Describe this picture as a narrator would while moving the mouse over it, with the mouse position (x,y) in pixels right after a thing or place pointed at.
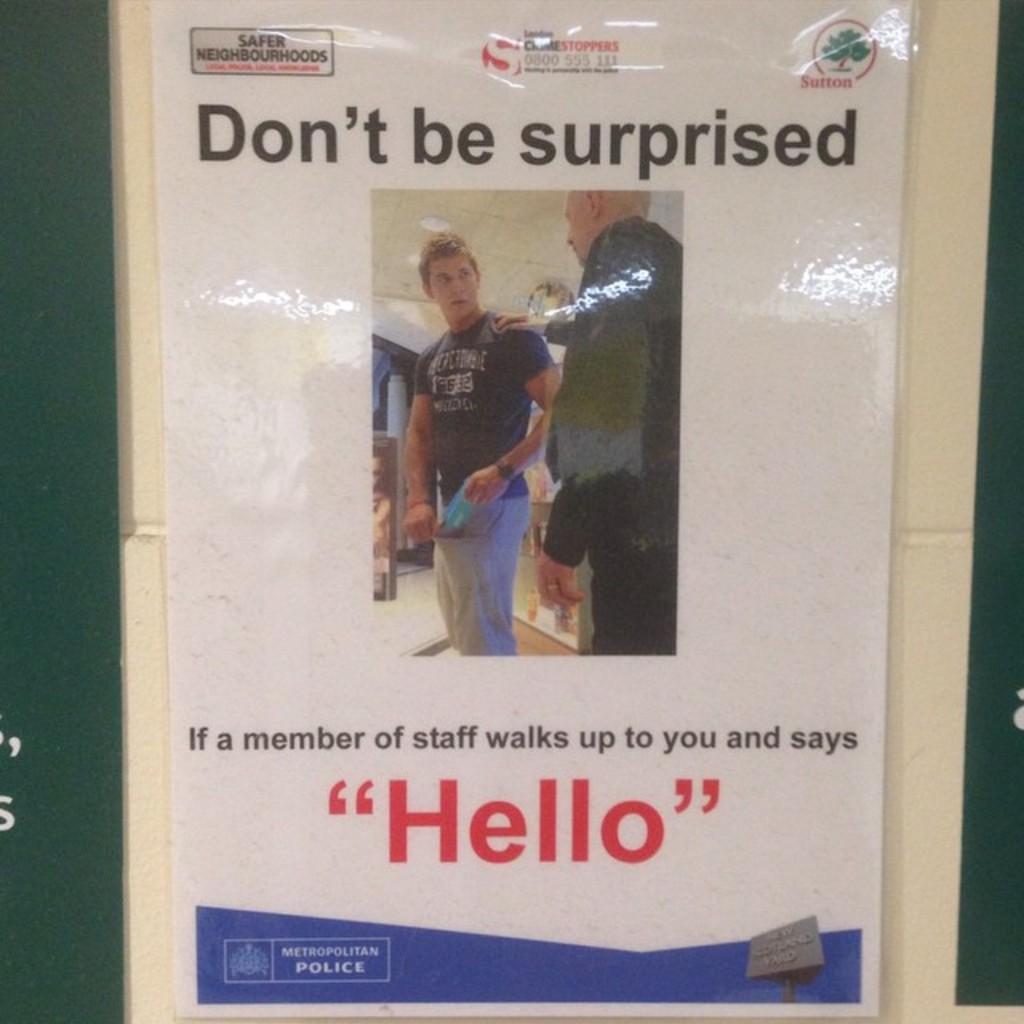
In the center of the image (577,675) we can see one poster (653,577) on the wall (130,558). On the poster (524,665), we can see two persons (667,500) are standing and one of them is holding an object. And we can see some text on the poster (514,415).
